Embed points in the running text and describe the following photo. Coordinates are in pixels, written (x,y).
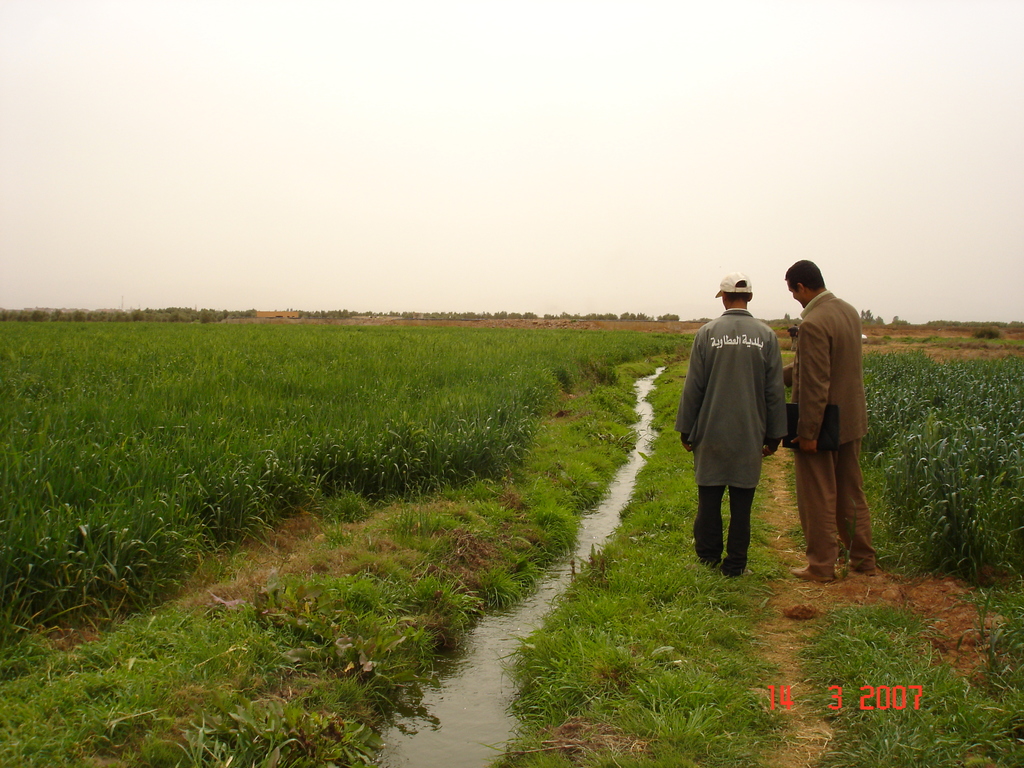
In this image, we can see two people (721,287) standing. We can see some grass (415,531). We can see some fields (175,405). We can see some water (449,763). We can see the ground (783,567). There are some trees (640,319). We can see the sky (554,271).
